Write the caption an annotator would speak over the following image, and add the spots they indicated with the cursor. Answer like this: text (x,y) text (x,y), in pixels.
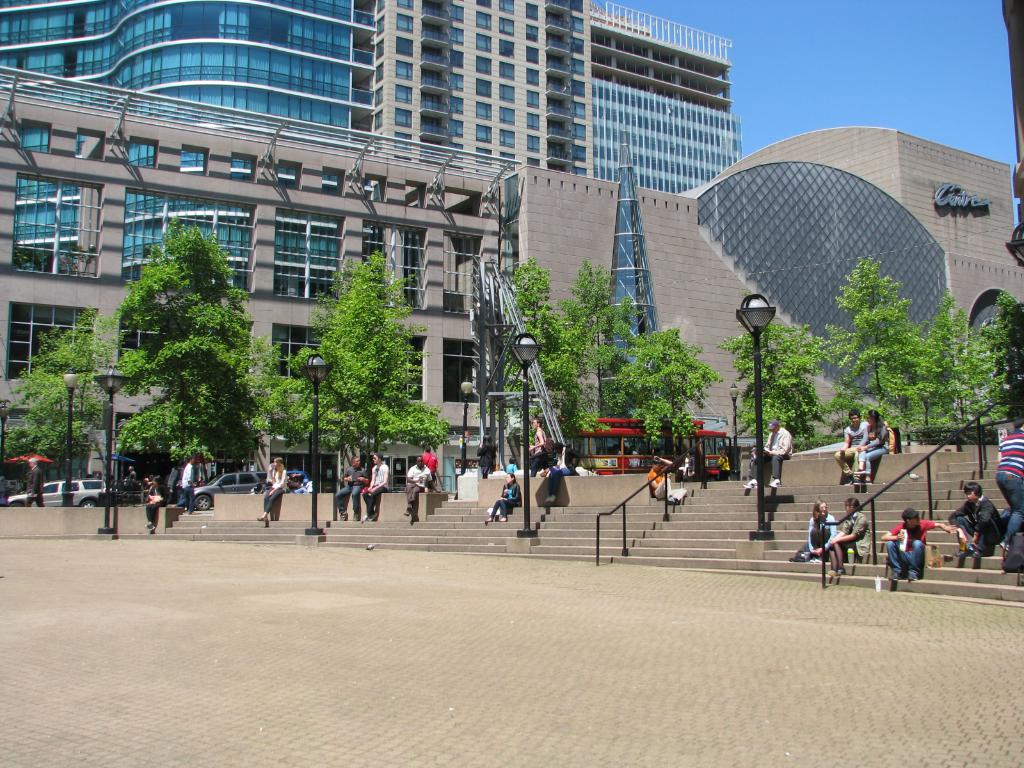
These are the buildings (358,72) with the glass doors (311,69) and windows (681,151). I can see the street lights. There are groups of people (866,428) sitting and few people (535,447) standing. These are the stairs (727,516). I can see the trees (200,367). These are the vehicles (618,440) on the road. This is a name board (945,196), which is attached to the building wall (932,180).
